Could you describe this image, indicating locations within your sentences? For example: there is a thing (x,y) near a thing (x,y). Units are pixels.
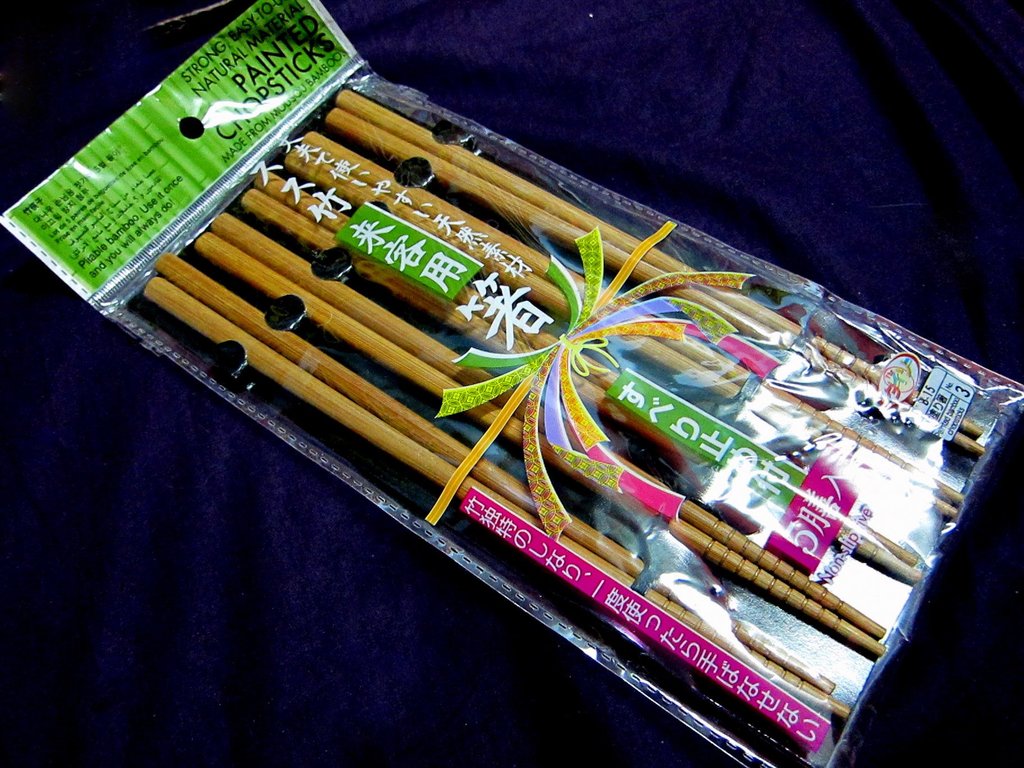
In this cover (112,228) there are chopsticks (271,242) and they are placed in the table (691,219).
